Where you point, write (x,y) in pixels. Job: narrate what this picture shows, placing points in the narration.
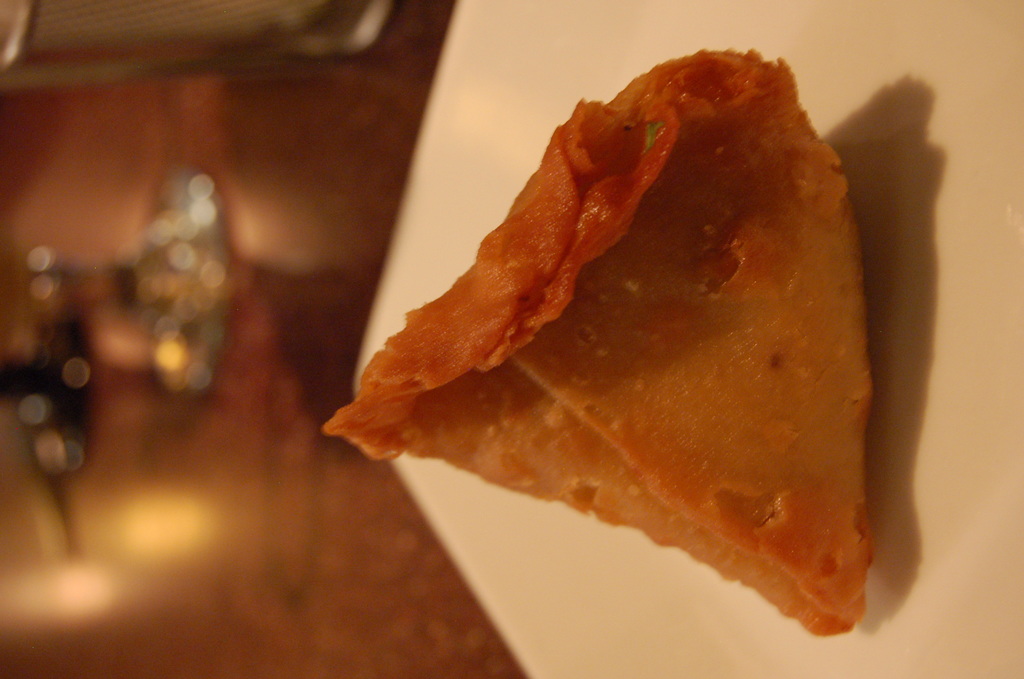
In the image in the center (600,338) we can see one white color plate (947,636). In plate (909,1) we can see one samosa (614,397).
